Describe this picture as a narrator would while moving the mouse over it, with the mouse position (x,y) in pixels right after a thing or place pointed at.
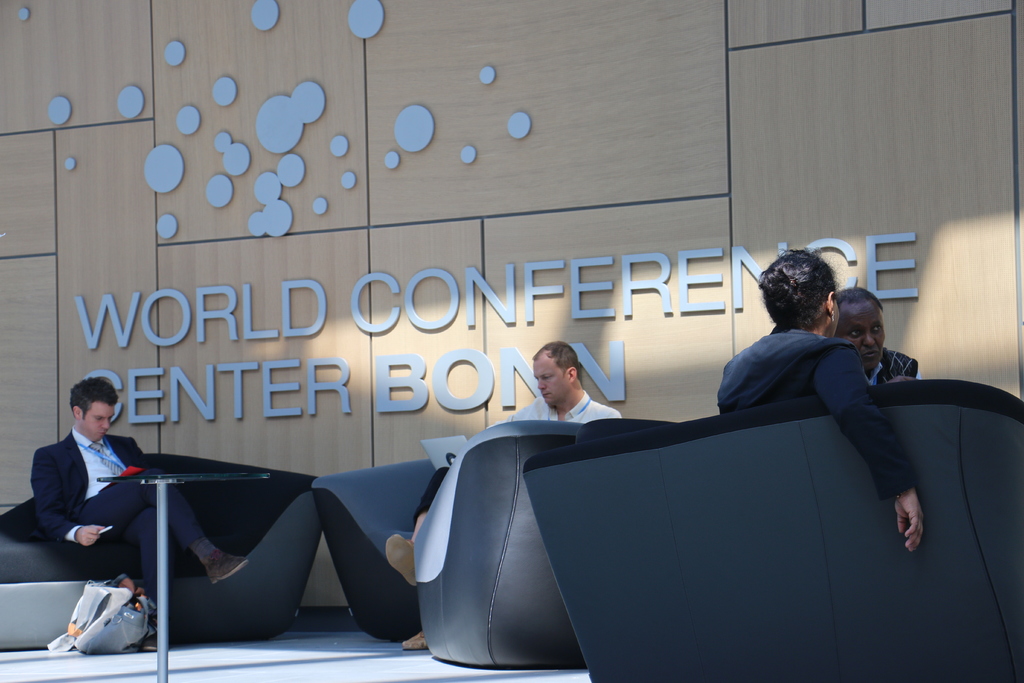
There are some in this picture sitting in the sofas (589,484). There is a table (128,481) here. In the background (247,165) there is a wall (145,251) on which a world conference center bonn was written.
